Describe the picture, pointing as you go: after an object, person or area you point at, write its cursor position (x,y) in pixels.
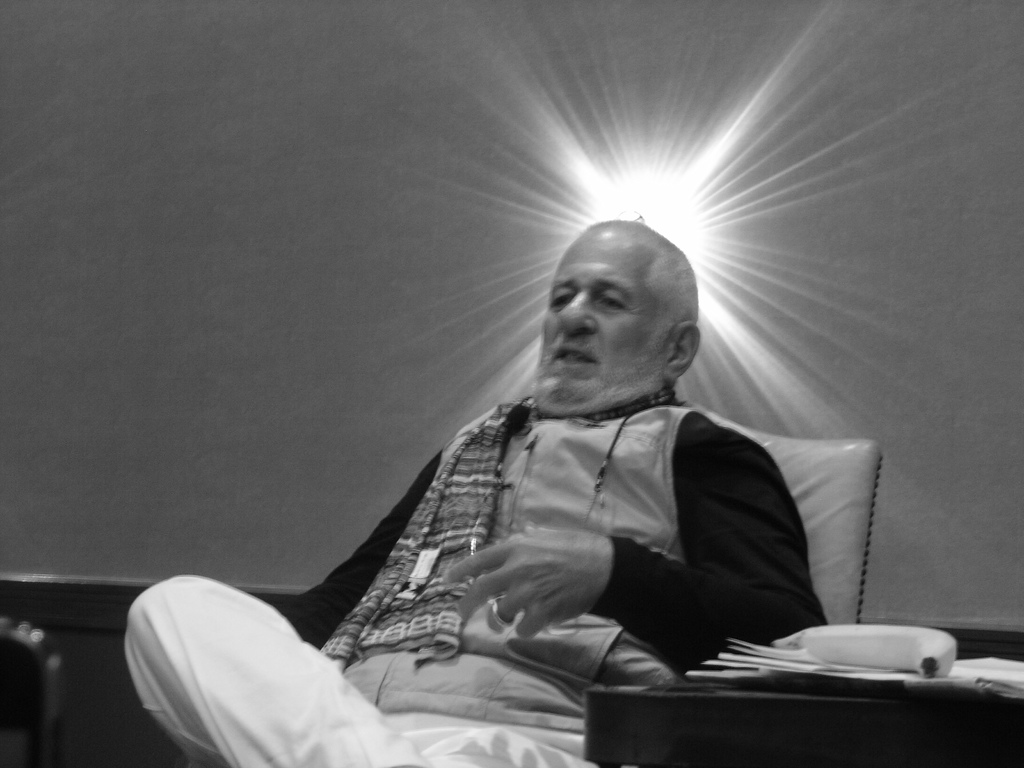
In the image we can see a person (581,312) sitting and wearing clothes (549,522). Here we can see the banana (860,647) and some papers (784,652). Here we can see the wall (244,336).
